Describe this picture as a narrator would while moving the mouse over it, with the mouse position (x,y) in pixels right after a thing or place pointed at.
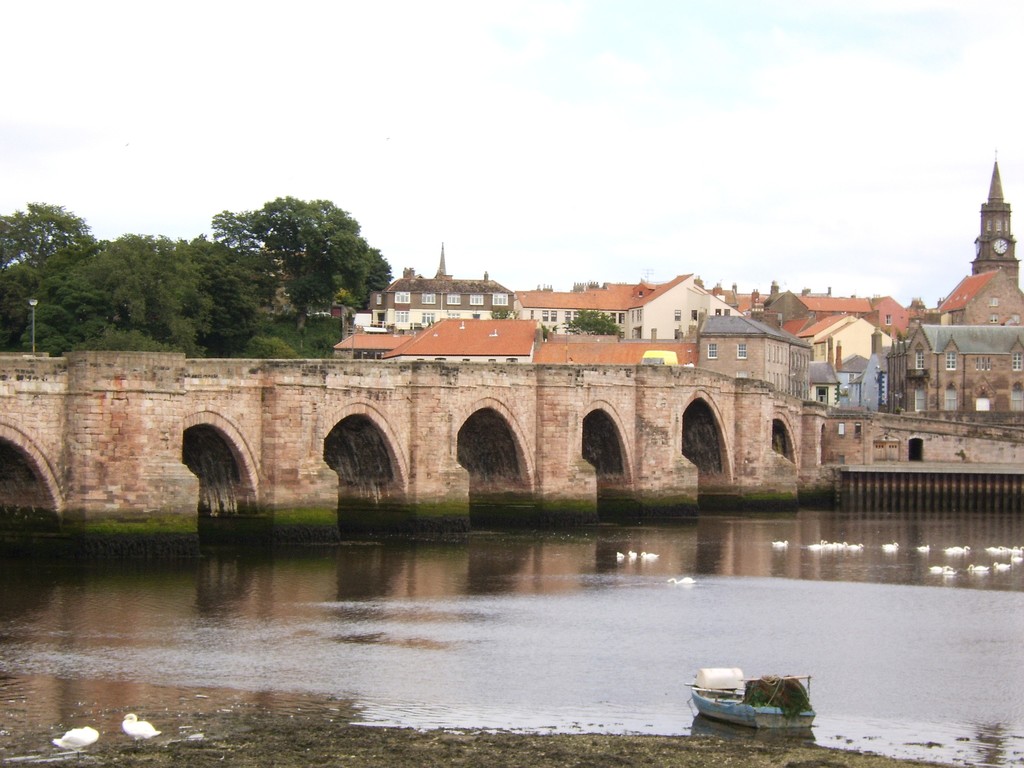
In this image there is a river (189,635), in that river (412,560) there are swans (127,730) and a boat (758,686), in the background (760,407) there is a bridge (685,407) houses (747,339) and the sky (760,116).
